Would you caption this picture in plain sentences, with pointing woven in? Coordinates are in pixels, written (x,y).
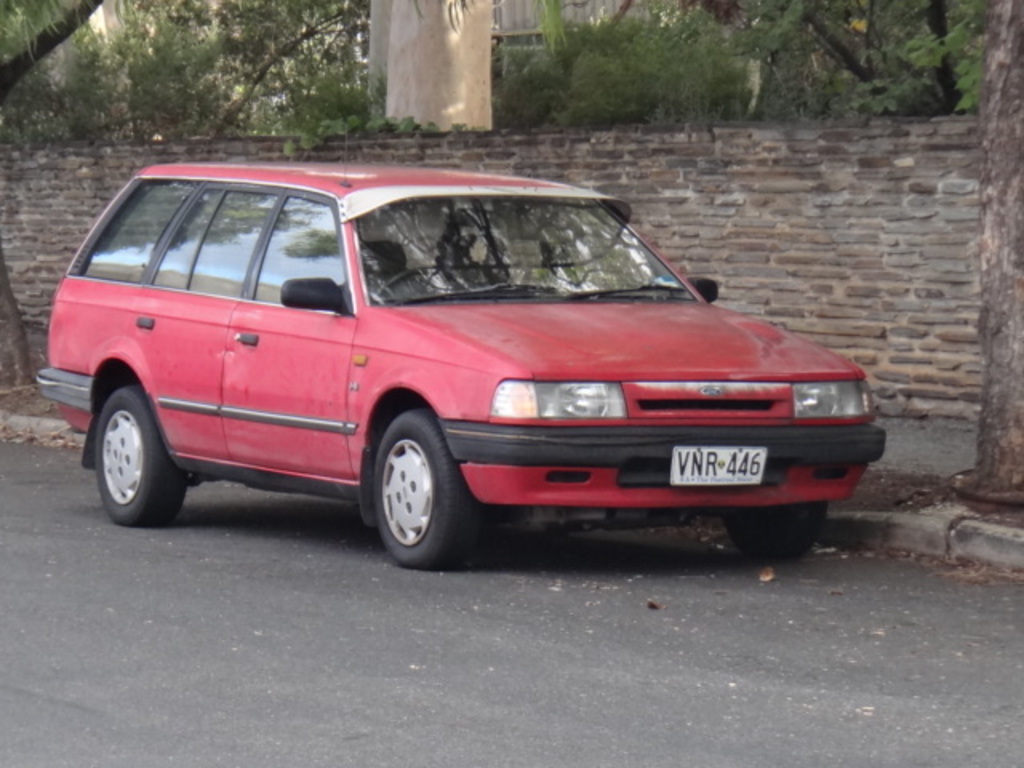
In this image I can see a red color car (515,295) on the road (659,552). Back I can see the wall (772,161) and few trees (383,49).
